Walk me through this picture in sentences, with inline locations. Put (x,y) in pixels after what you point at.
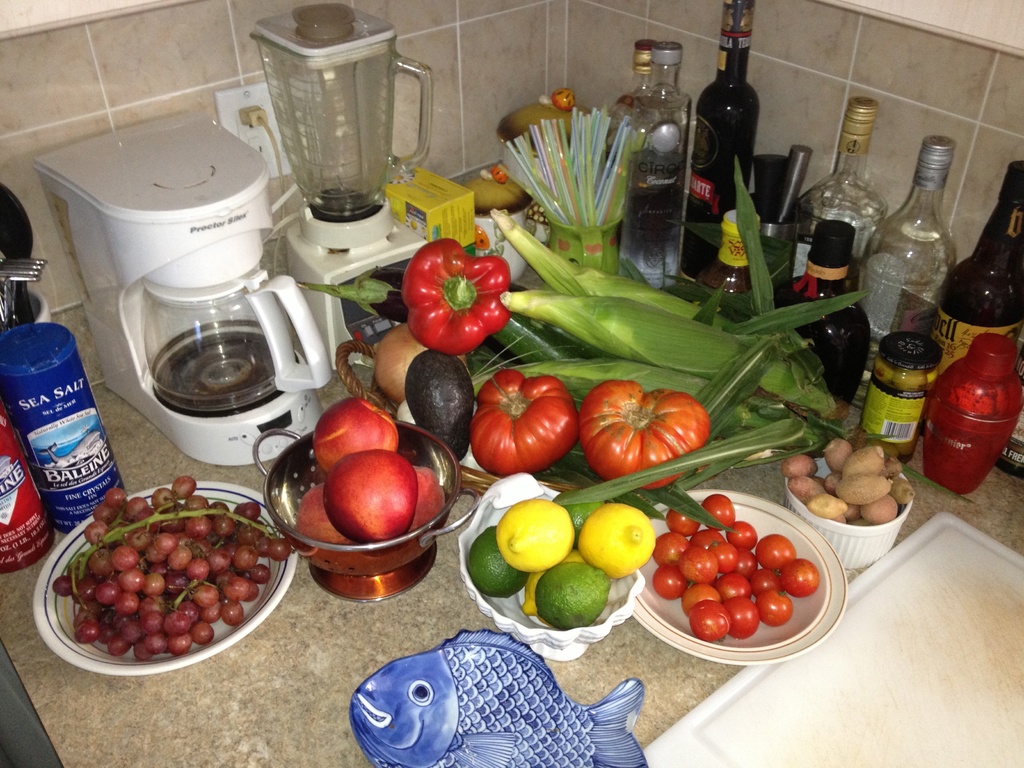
In this image there are fruits (342,429), vegetables (610,461) in bowls (497,513) and there are bottles (829,260), straws (596,208), a blender (327,241), kettle (230,376), a tray (719,752) and some other objects (784,188) on the kitchen platform (142,455), behind that there is a tile wall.
